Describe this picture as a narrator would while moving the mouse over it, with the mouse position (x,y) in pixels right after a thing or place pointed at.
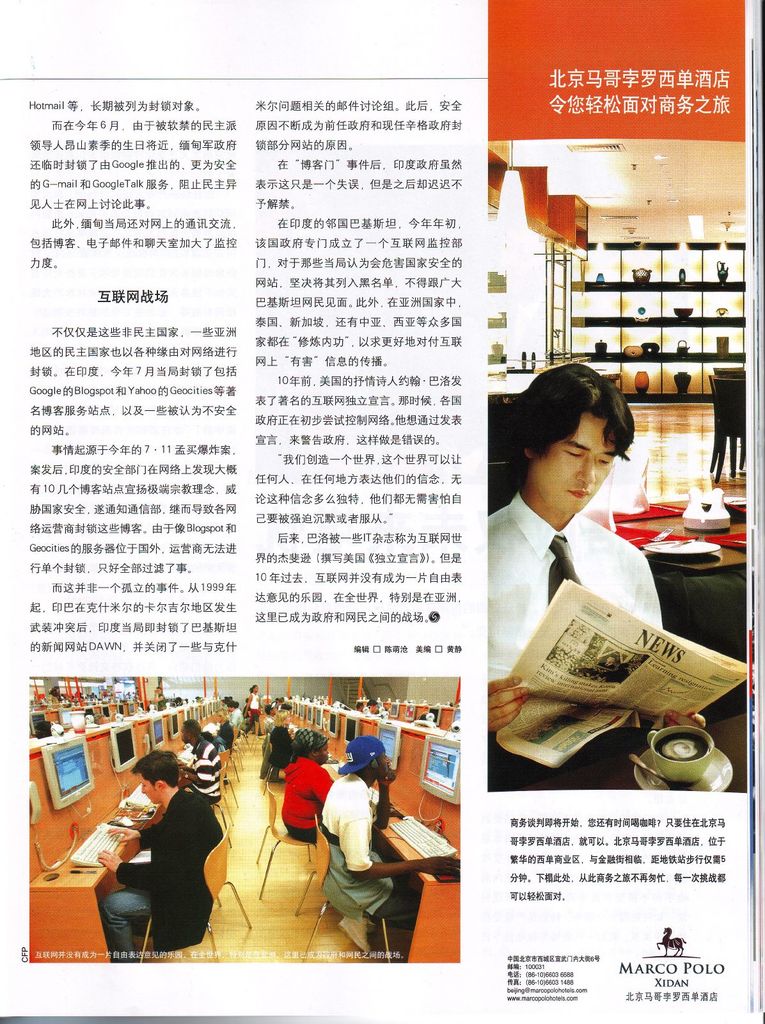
This is a picture of a poster (453,693). On the right side (513,639), we see a man (683,711) is sitting on the chair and he is holding a newspaper (573,685) in his hands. In front of him, we see a table (621,781) on which cup (686,744), saucer (658,779) and spoon (650,771) are placed. Behind him, we see the chairs (722,415) and a table (674,556) on which plates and red clothes (741,538) are placed. In the background (604,364), we see the racks (723,299) in which the objects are placed. On the left side (121,367), we see some text (220,530) written. In the left bottom (139,871), we see the people (329,877) are sitting on the chair (267,748) and in front of them, we see the tables (98,867) on which the monitors (171,718), keyboards (98,848) and mouses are placed.
